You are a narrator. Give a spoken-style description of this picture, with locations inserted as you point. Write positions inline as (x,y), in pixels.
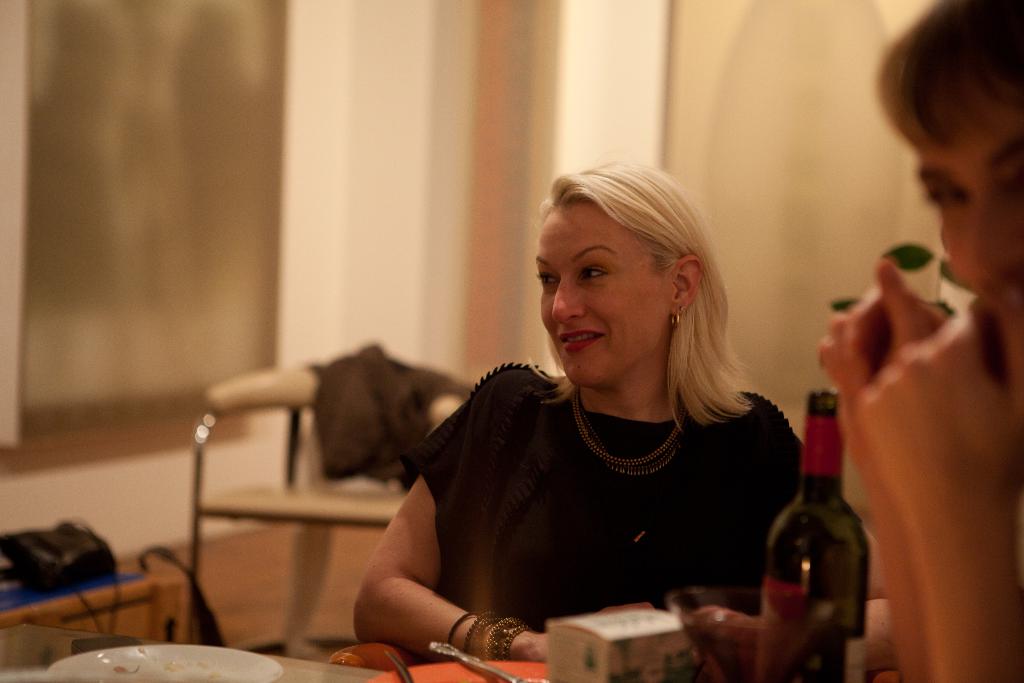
In this picture we can see woman (579,463) sitting on chair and in front of her there is plate (242,660), spoon (434,644) and beside to her bottle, box (574,636), other woman (915,588) and in background (618,81) we can see wall (412,175), chair (355,504), some machine (70,547).
